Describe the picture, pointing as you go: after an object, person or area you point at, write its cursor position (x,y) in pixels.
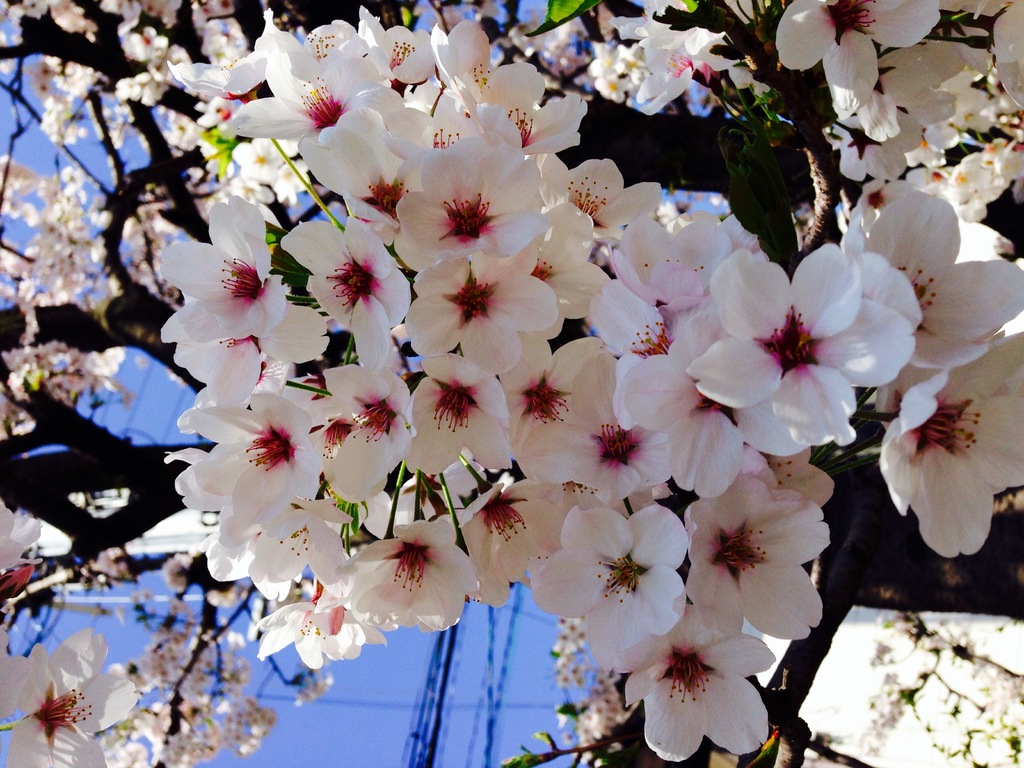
In the image we can see flowers (605,379), white and pink in color. Here we can see tree branches (90,534) and the blue sky (352,718).
